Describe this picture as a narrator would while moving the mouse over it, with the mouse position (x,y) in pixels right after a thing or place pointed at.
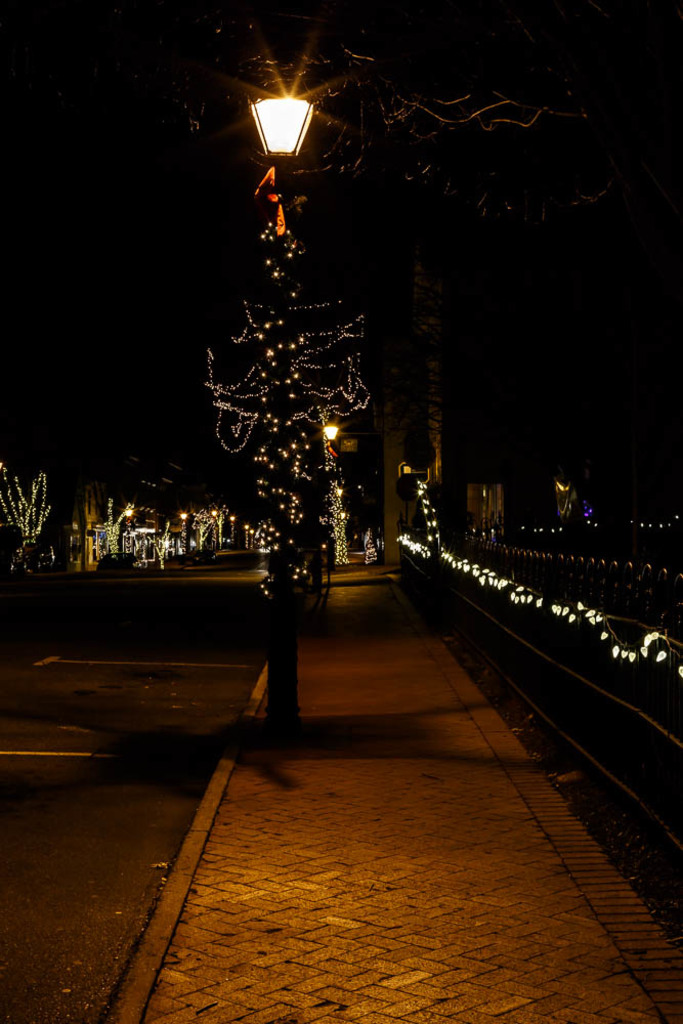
In this image there are road (230,735) and footpath (359,752). There is a fencing (672,740) on the right side (470,601). There are trees (250,444) with lights (202,532).
